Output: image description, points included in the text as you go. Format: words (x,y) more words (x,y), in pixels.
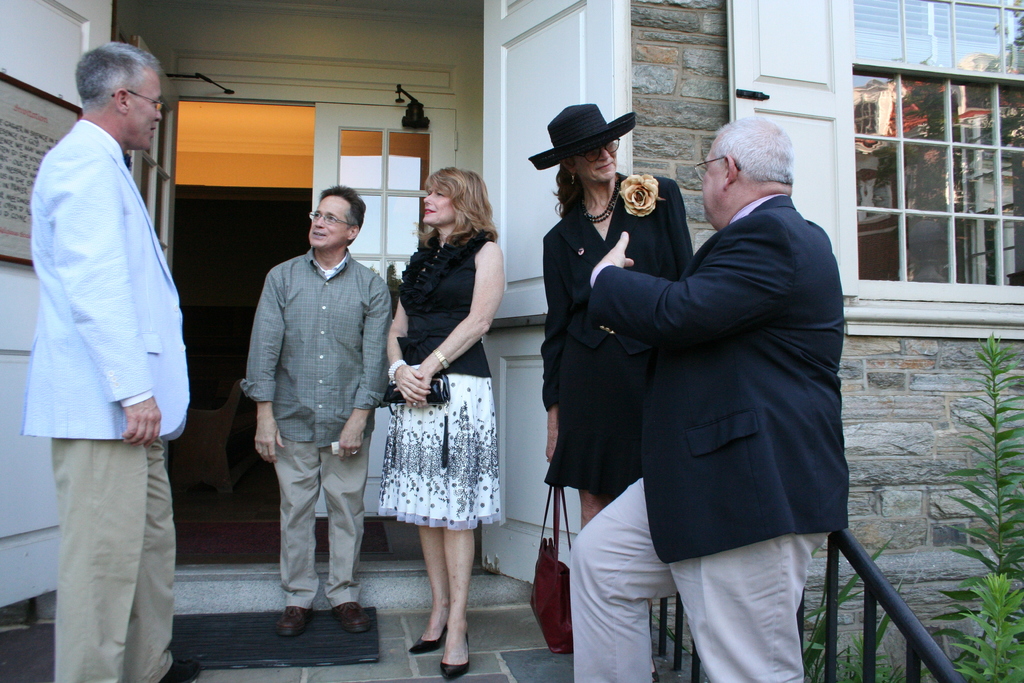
In this image there are few people (388,308) who are standing one beside the other and talking with each other. In the background (322,118) there is a building (636,59). On the right side (876,97) there is a window (957,156). In the middle (401,236) there is a door (339,159). On the right side (978,486) bottom there are plants (957,592). At the bottom (236,636) there is mat (258,649).
